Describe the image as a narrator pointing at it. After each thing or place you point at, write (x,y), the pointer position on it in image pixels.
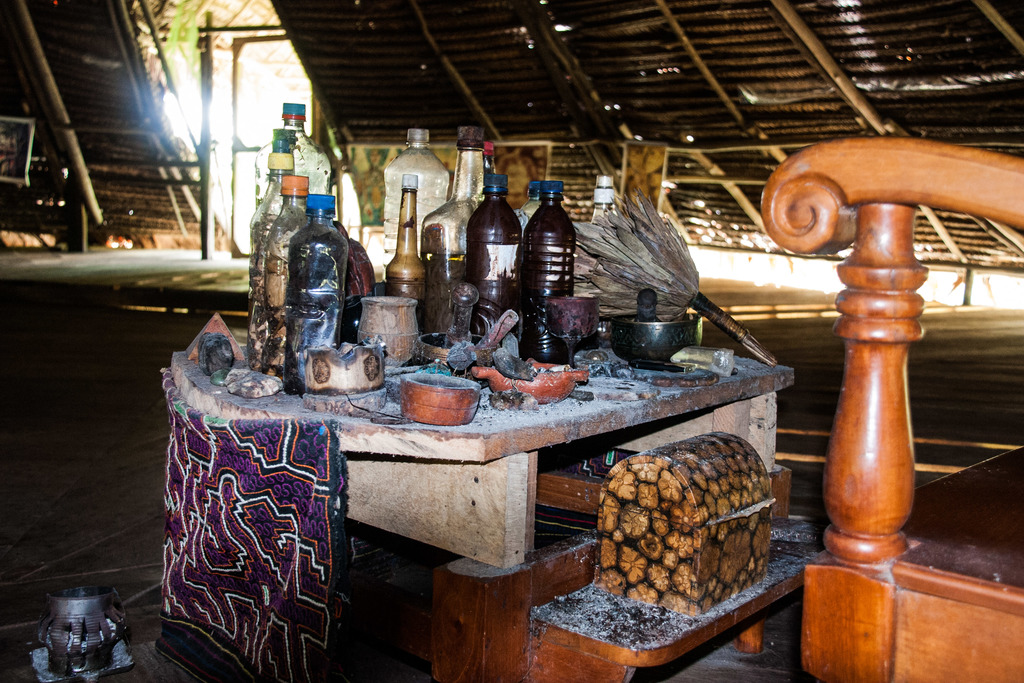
there are bottles (420,281) and few other objects (436,384).
